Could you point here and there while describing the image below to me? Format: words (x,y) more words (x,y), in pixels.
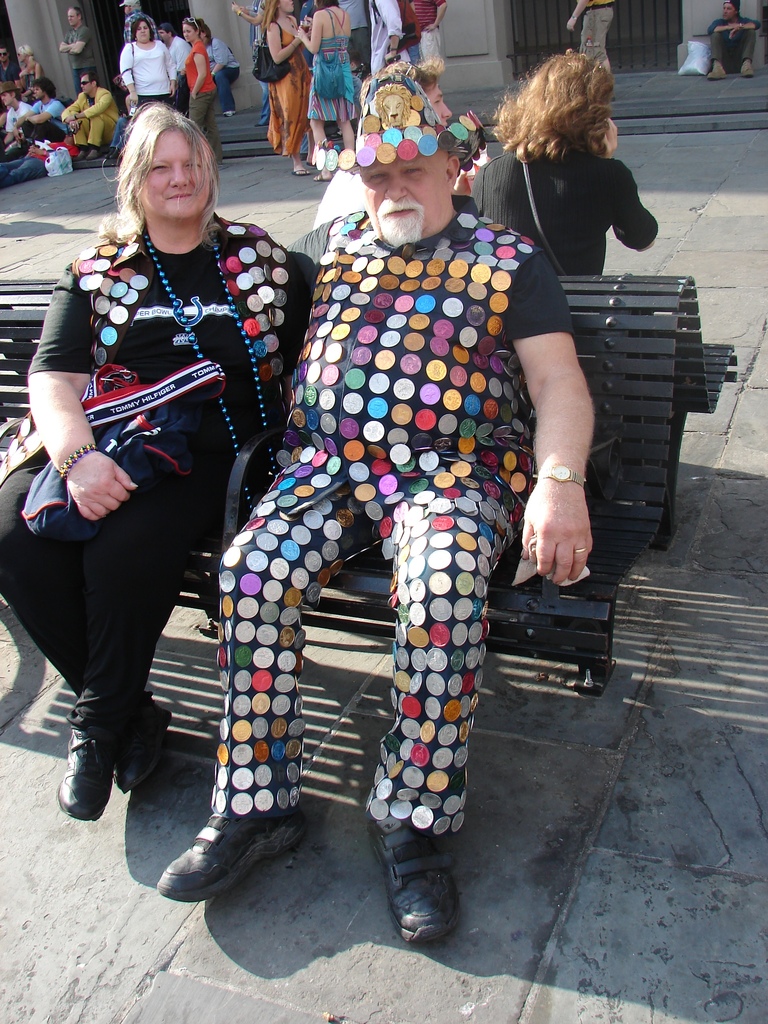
In the middle of the image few persons (433,274) sitting on bench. At the top of the image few people (64,52) are standing and sitting. Behind them there is a building (756,46).
